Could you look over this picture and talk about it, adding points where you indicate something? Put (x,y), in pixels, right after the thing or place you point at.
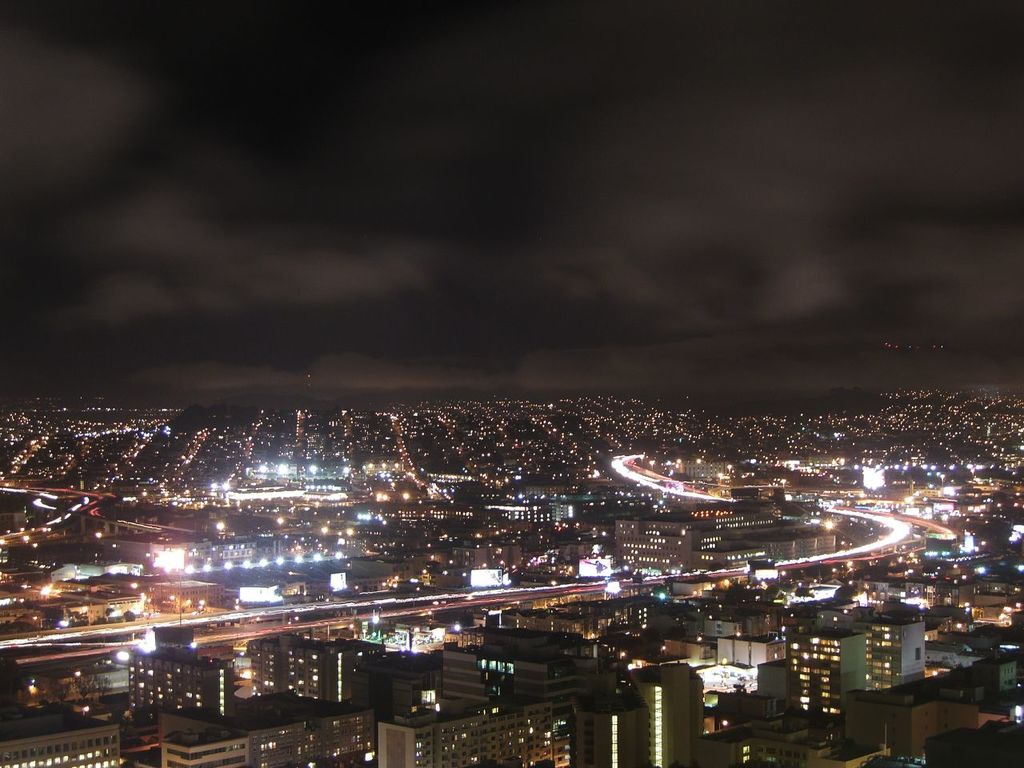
This is an image clicked in the dark. At the bottom of this image (419,575) there are many buildings (366,537) and lights (827,511). At the top (513,138) I can see the sky (636,180).
